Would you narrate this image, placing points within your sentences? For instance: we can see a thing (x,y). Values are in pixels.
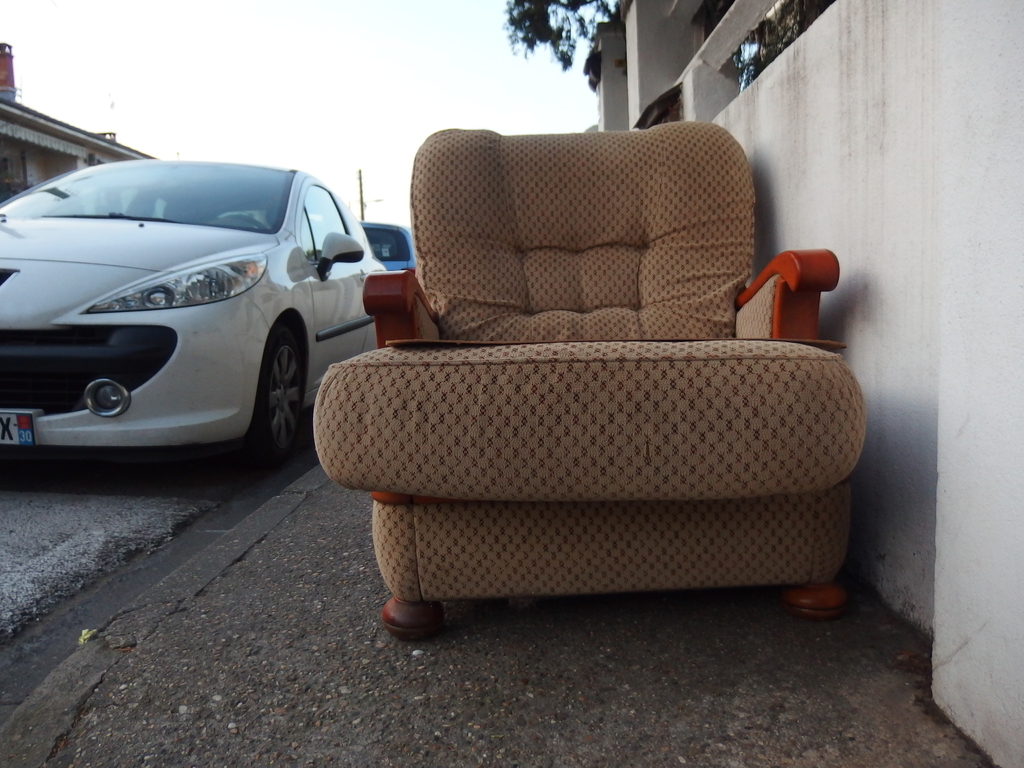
In this pic we have a chair (687,422) and a car (183,316) in the road (0,595) and in the background (439,105) we have tree (569,31), building (6,112), sky (296,145), pole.
